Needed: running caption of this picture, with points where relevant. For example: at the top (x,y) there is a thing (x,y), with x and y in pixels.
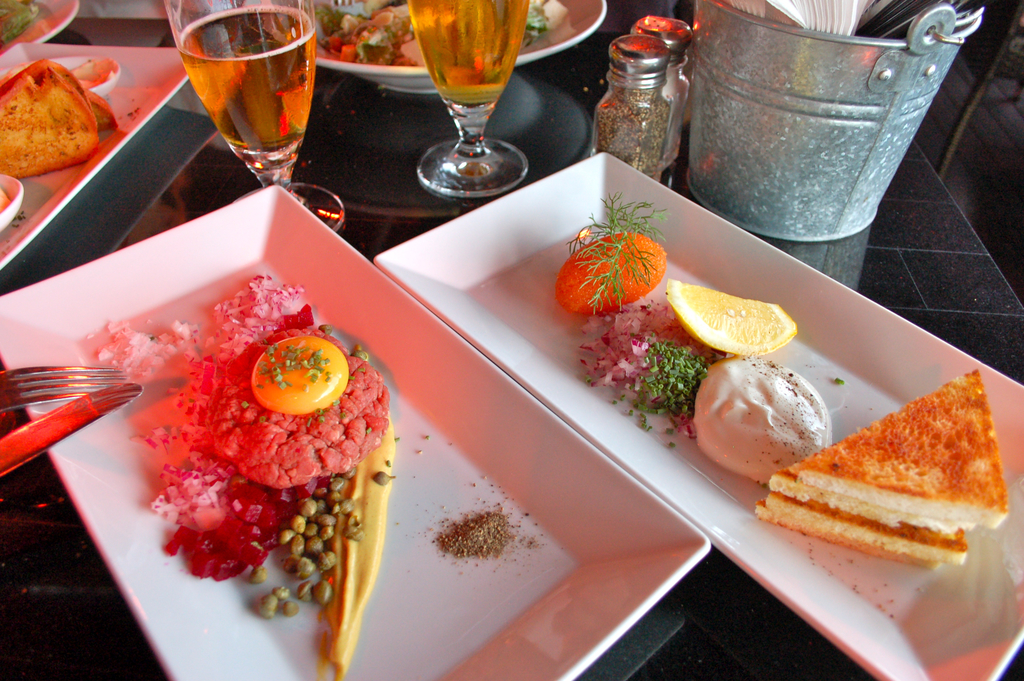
In the picture we can see a table (942,296) on it, we can see two trays (103,485) of salads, grains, meat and some leaf garnish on it and besides it, we can see two wine glasses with wine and besides we can see some small bottle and bucket (840,138) some bowls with food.
